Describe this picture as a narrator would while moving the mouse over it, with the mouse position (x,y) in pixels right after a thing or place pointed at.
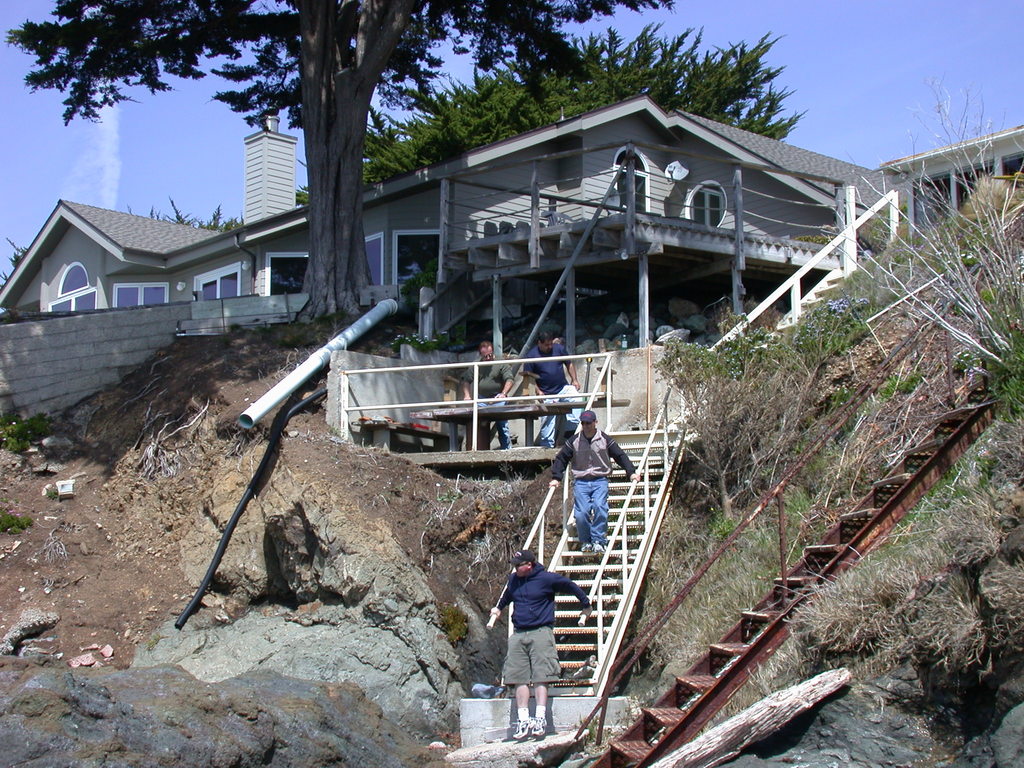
House (151,255) with glass windows (228,273). These are steps (870,517). Here we can see people (487,392), plants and trees (481,97). Sky (883,80) is in blue color.
